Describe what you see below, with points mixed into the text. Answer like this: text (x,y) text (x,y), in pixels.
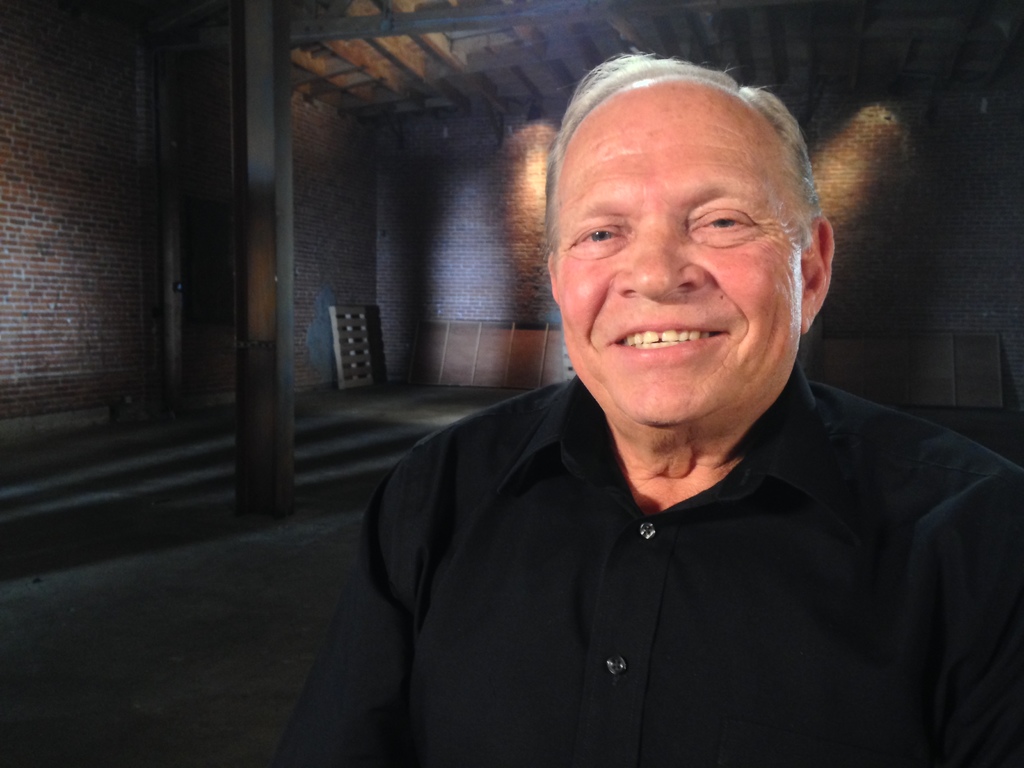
In this picture we can see a man (714,559) smiling, he wore a black color shirt (779,601), in the background (420,308) there is a wall (392,217), we can see a pillar (274,239) here.
